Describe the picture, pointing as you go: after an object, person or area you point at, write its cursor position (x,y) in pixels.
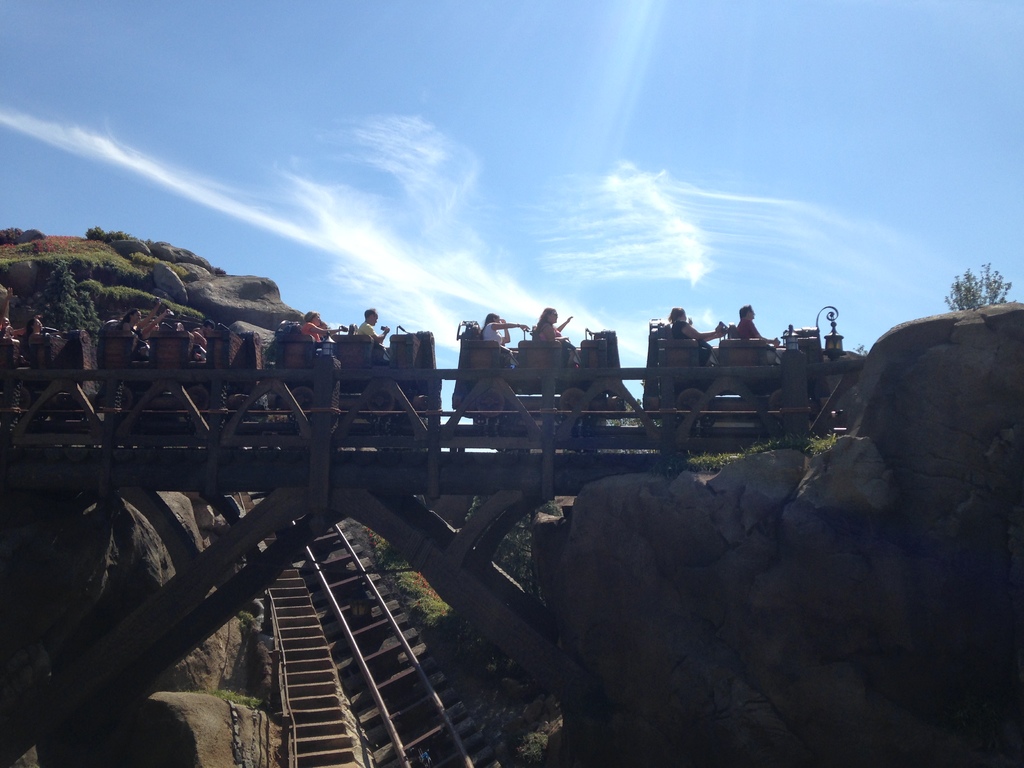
In this image there are a few people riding on a roller coaster (398,445), in the background of the image (388,660) there are tracks (356,562) and rocks (541,558).
